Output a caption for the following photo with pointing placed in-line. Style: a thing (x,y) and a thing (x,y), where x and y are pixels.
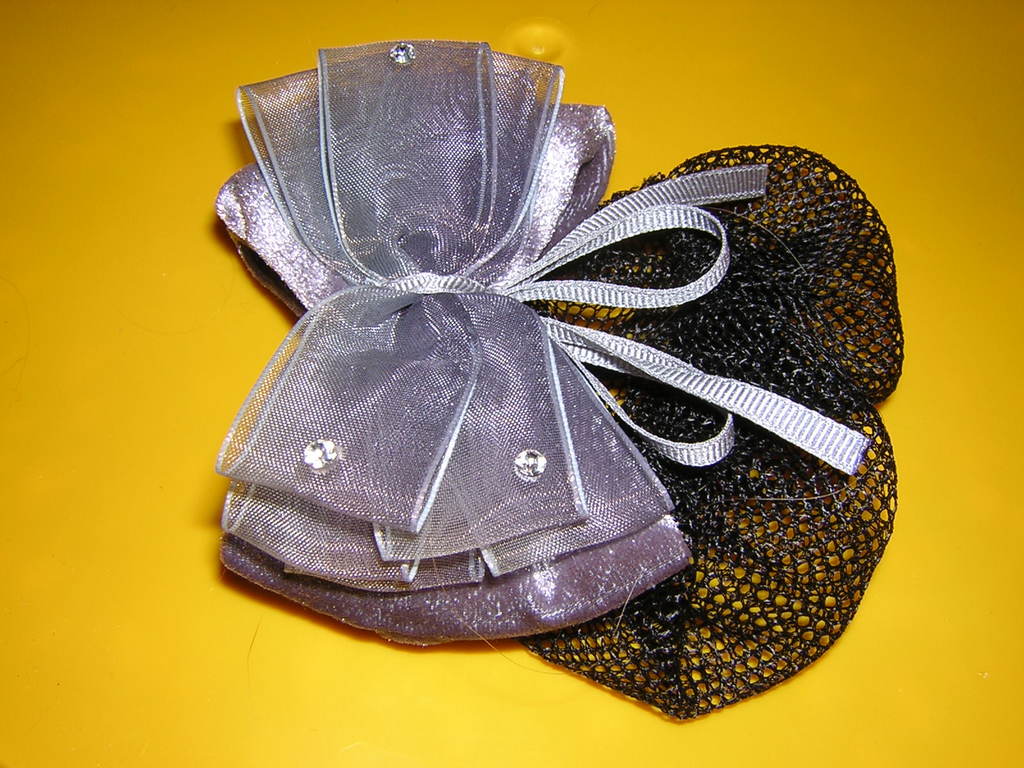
In this picture we can see a head wear (820,490) and ribbons (827,454), we can see a yellow color background (664,101).
